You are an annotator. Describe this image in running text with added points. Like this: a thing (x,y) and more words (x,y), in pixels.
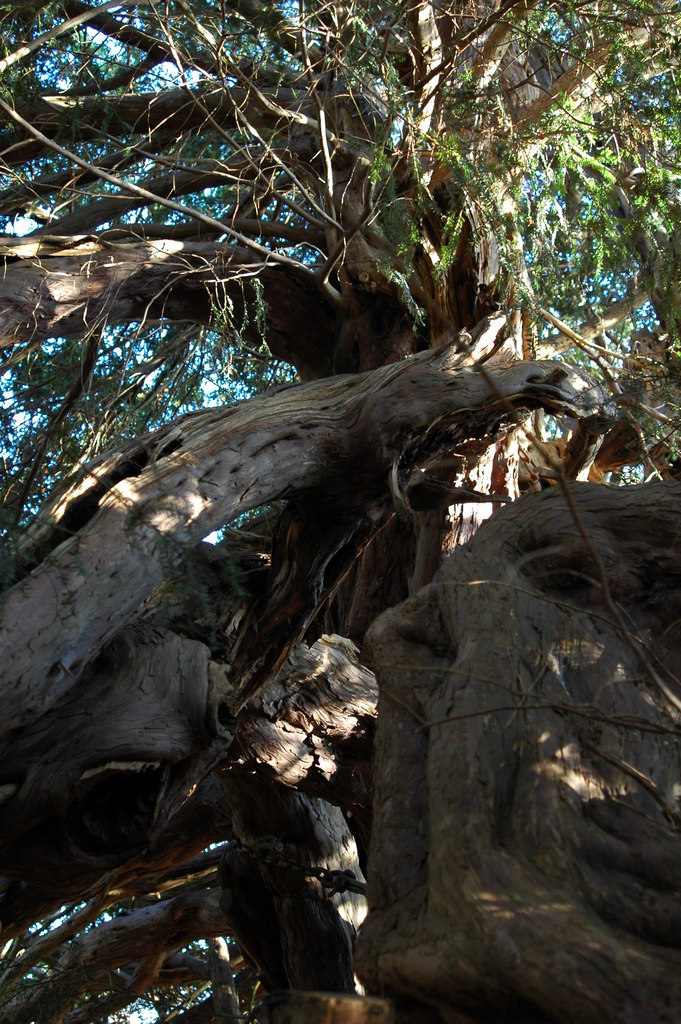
In the given image i can see a branches (426,424) of the tree (349,386) and in the background (136,170) i can see the sky (197,386).
